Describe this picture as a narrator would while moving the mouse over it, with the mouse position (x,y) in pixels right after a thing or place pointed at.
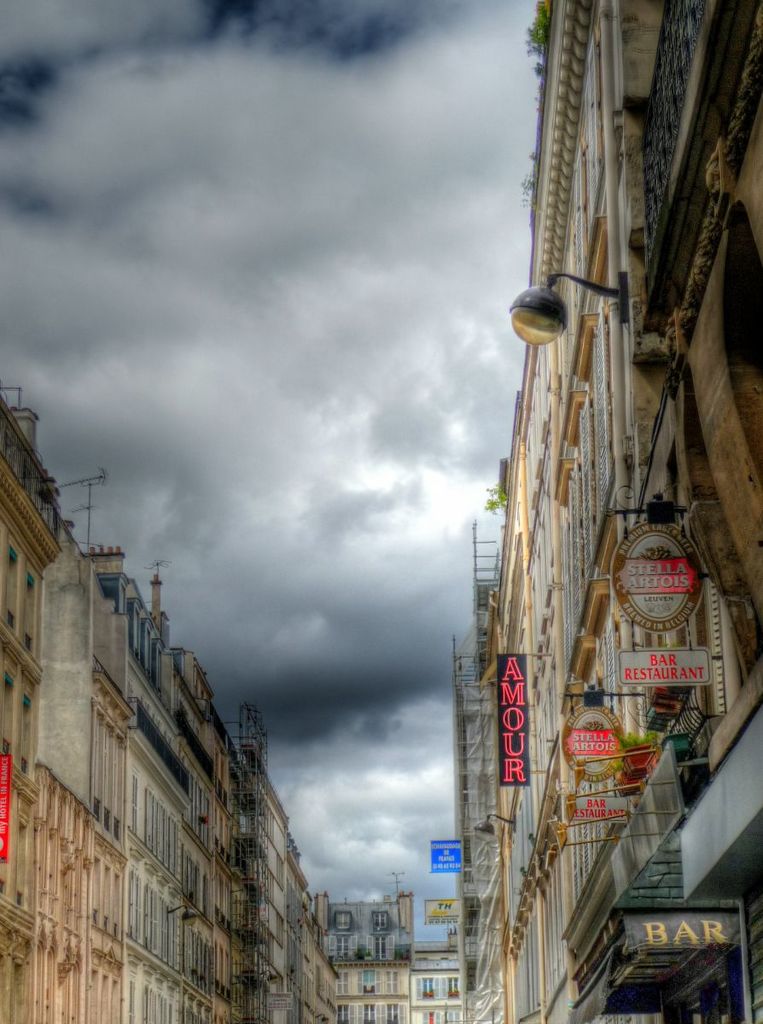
In this image we can see there are buildings (583,586) with boards (618,805) and text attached to the wall (646,281) and there is a light (560,313) attached to the building (604,305). And at the top (292,212) we can see the sky (293,292).
